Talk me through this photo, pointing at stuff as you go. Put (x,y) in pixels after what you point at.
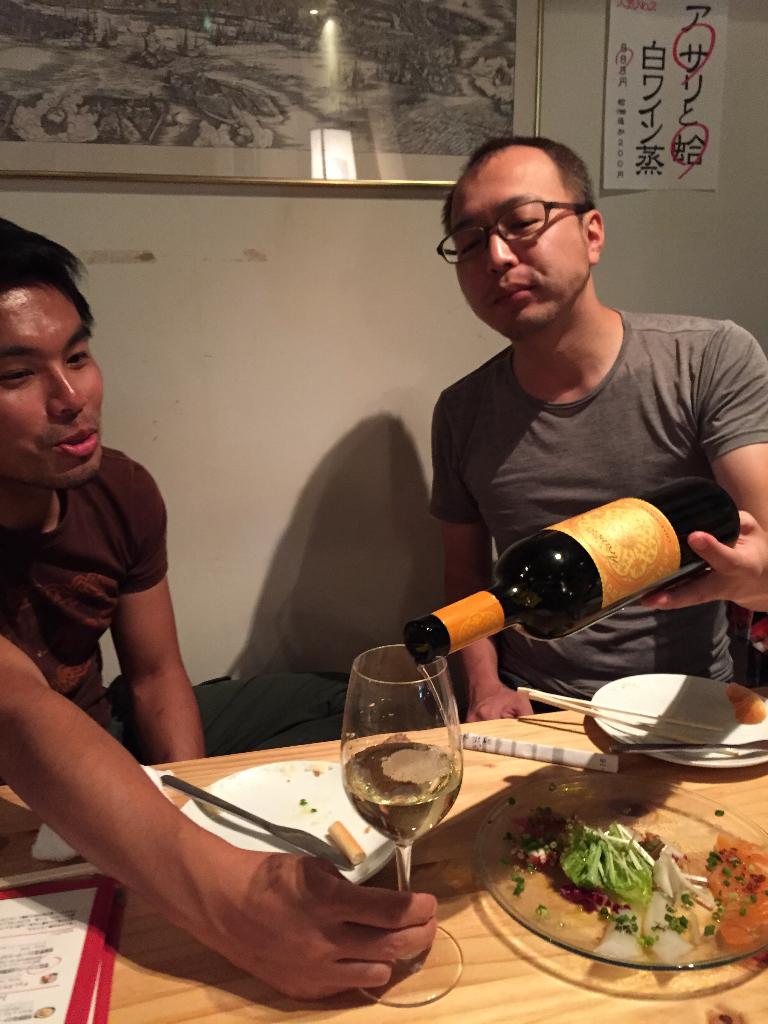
In this picture there are two men (49,630) sitting at a table (278,752). The man (623,435) to the right corner (620,458) is holding wine bottle (684,554) in his hand (706,554) and serving drink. The man (68,621) to the left corner (62,679) is holding a wine glass (400,868) in his hand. On the table (227,972) there are plates (563,936), chopsticks (588,705), knife (268,823) and papers (80,945). In the background (231,407) there is wall (281,345), a picture frame (269,147) and a poster (667,90) with text (675,141) on it.
